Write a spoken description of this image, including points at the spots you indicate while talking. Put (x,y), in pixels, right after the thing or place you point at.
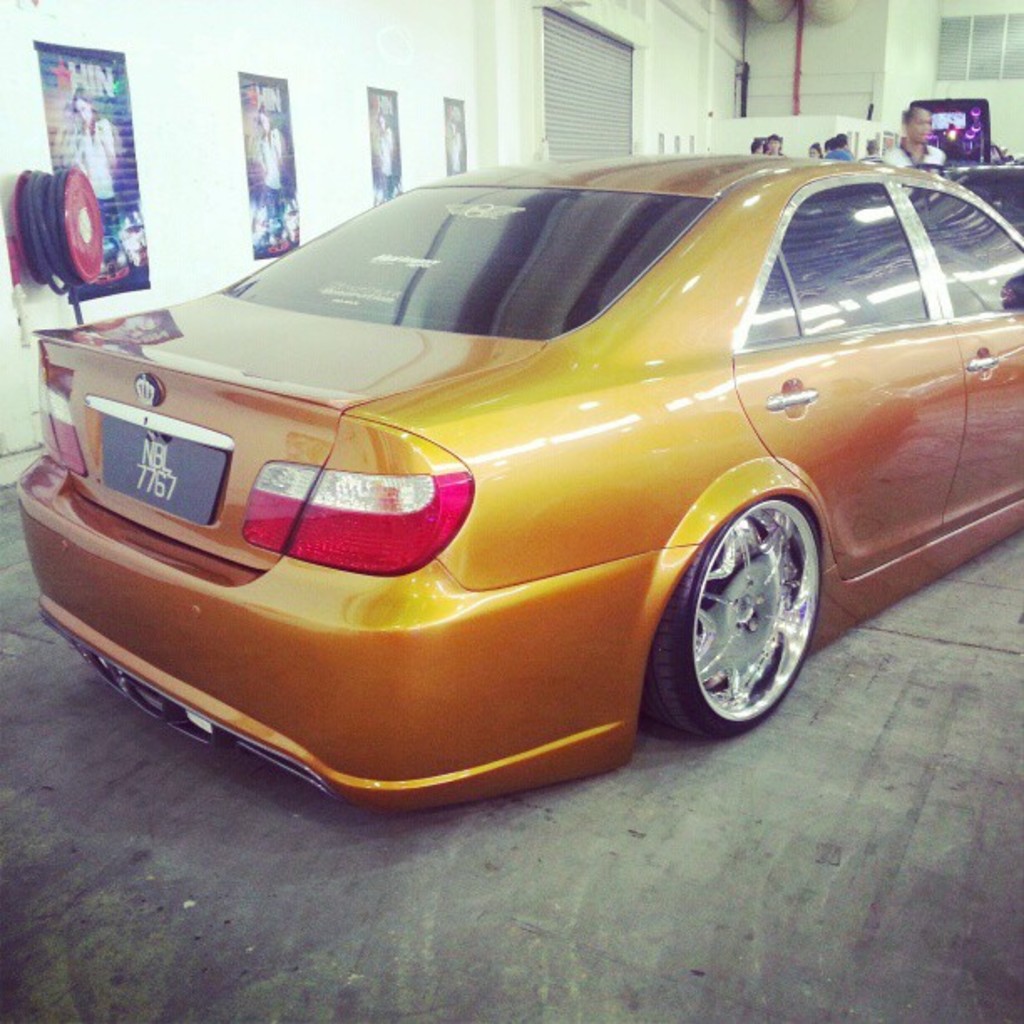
This image is taken indoors. At the bottom of the image (268,896) there is a floor (752,822). In the background (643,107) there are a few walls (819,71) with a ventilator (964,45). There is a shutter (572,100) and there are a few posters (98,98) on the wall (230,135). On the left side of the image (60,216) there is a pipe roll (50,215). In the middle of the image (537,489) a car (592,498) is parked on the floor (774,744) and there are a few people (915,133).
